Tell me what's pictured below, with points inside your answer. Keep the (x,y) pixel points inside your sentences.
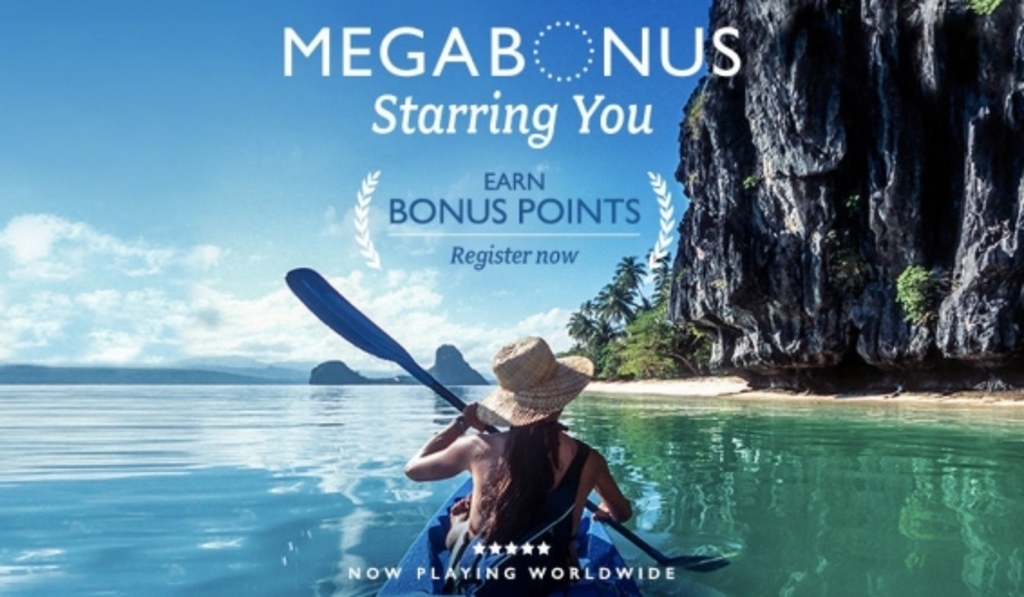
In front of the image there is a person (555,398) rowing the boat (545,530) in the water (834,486). In the background of the image (708,360) there are trees (594,342), mountains (1007,188). At the top of the image (273,124) there are clouds (61,244) in the sky (159,228). There is some text (526,177) on the image.
